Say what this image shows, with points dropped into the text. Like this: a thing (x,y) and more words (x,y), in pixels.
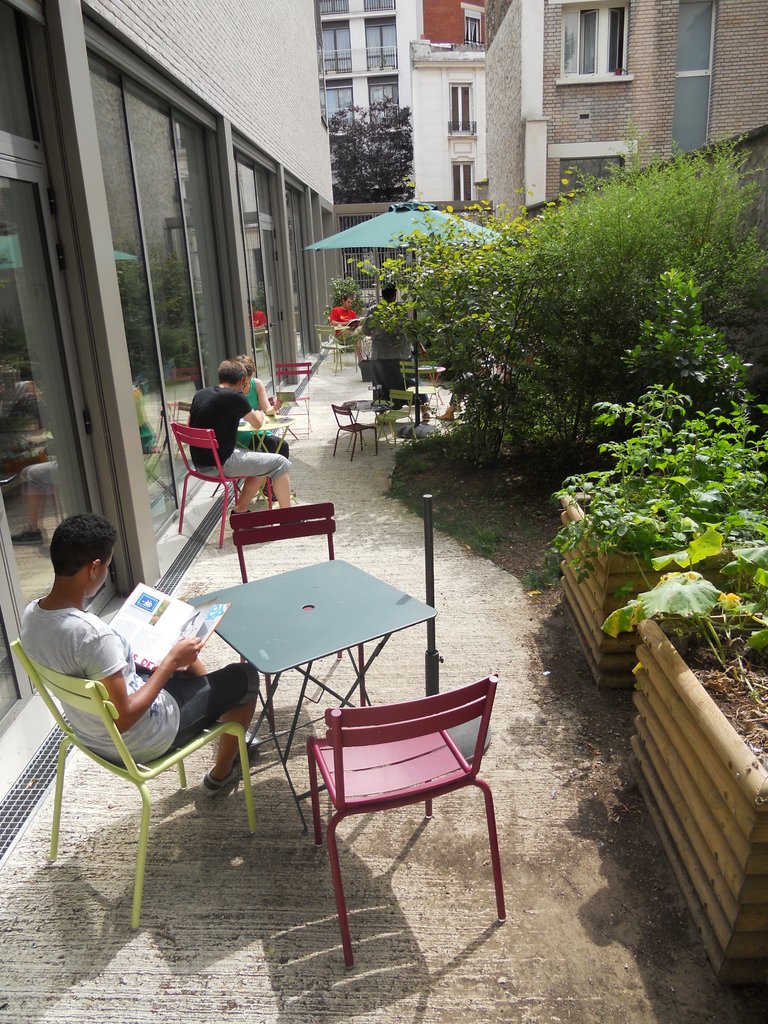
In this picture I can observe some people (245,394) sitting in the chairs (67,685) in front of their respective tables (247,604). There is an umbrella (384,215) on the right side (665,386) there are some plants (587,435). In the background (436,134) I can observe a building (323,132).
